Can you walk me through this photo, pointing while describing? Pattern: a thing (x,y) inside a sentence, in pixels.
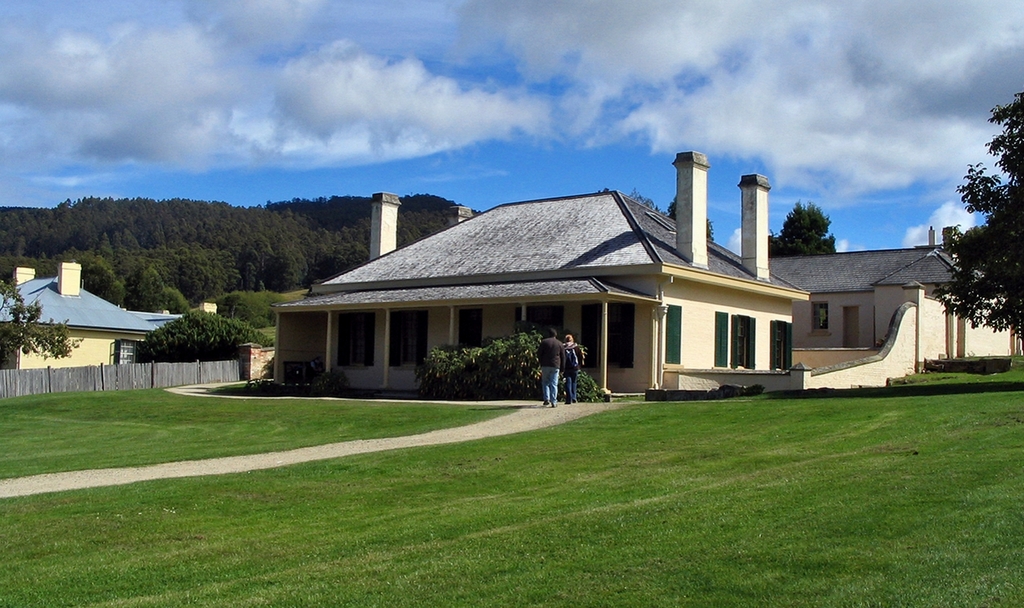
In this image we can see two people (569,335) walking on the pathway (515,429). We can also see some houses (554,320) with roof (317,306) and windows (543,314), a wooden fence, grass (155,434), plants (477,359), a group of trees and the sky (638,120) which looks cloudy.
